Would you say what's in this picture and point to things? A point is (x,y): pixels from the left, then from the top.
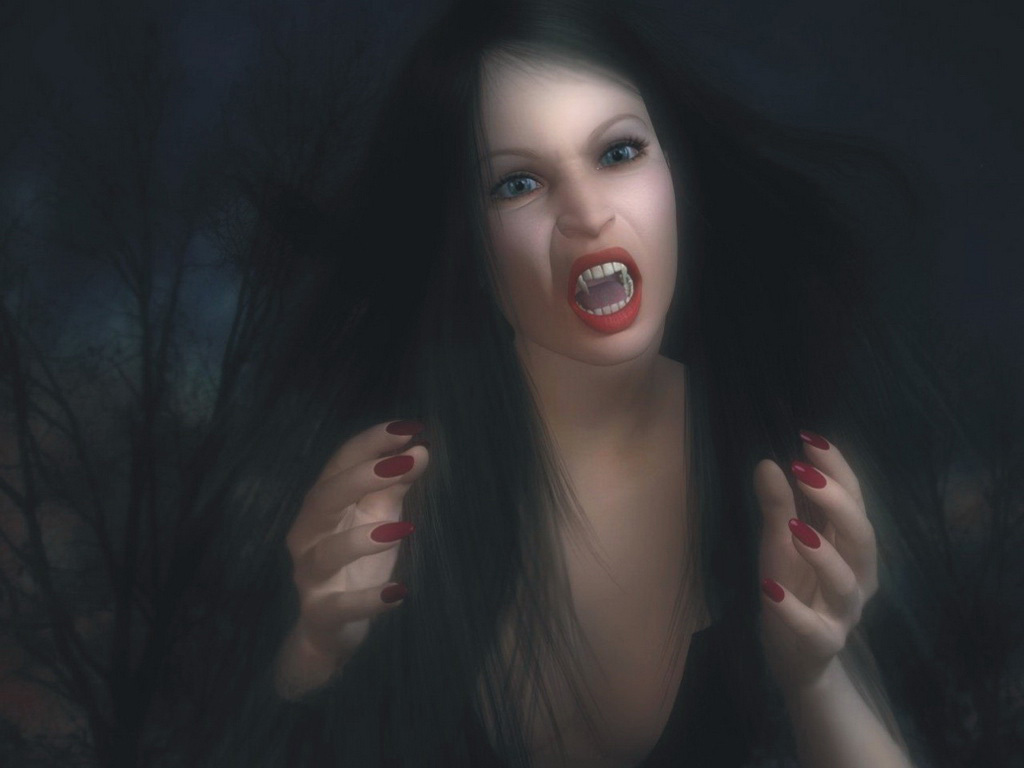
This is an animated image. Here I can see a woman (492,613). It seems like she is shouting. The background (68,628) is in black color.
